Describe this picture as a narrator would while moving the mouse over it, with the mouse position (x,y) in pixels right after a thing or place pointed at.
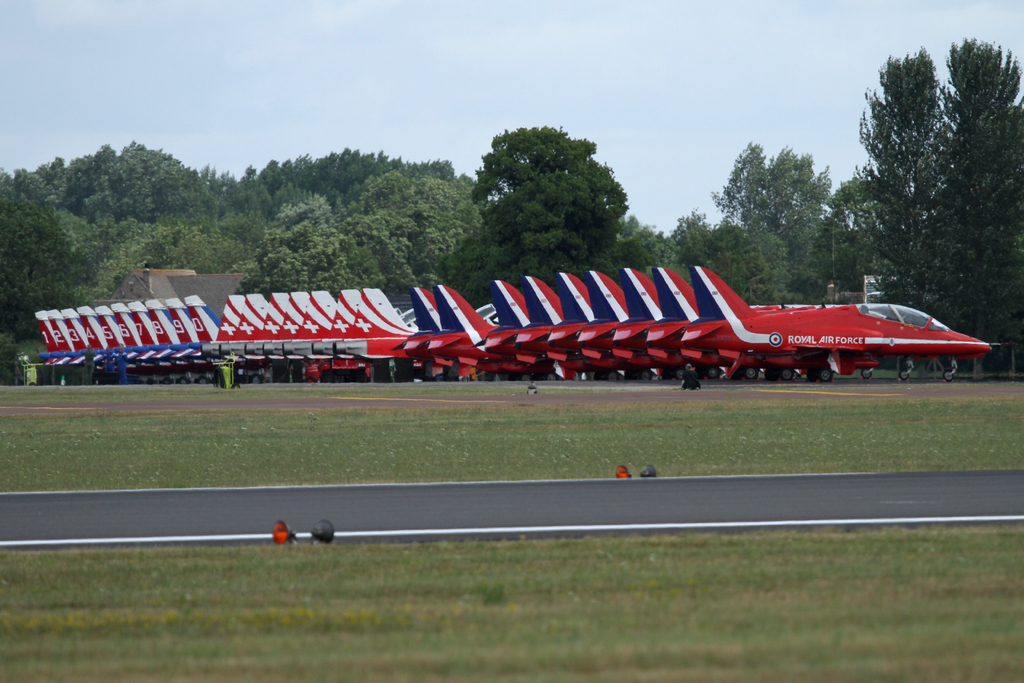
In this image I can see few aircraft's (551,292), they are in red, blue and white color. Background (926,134) I can see the trees (911,139) in green color and the sky (446,30) is in white color.
